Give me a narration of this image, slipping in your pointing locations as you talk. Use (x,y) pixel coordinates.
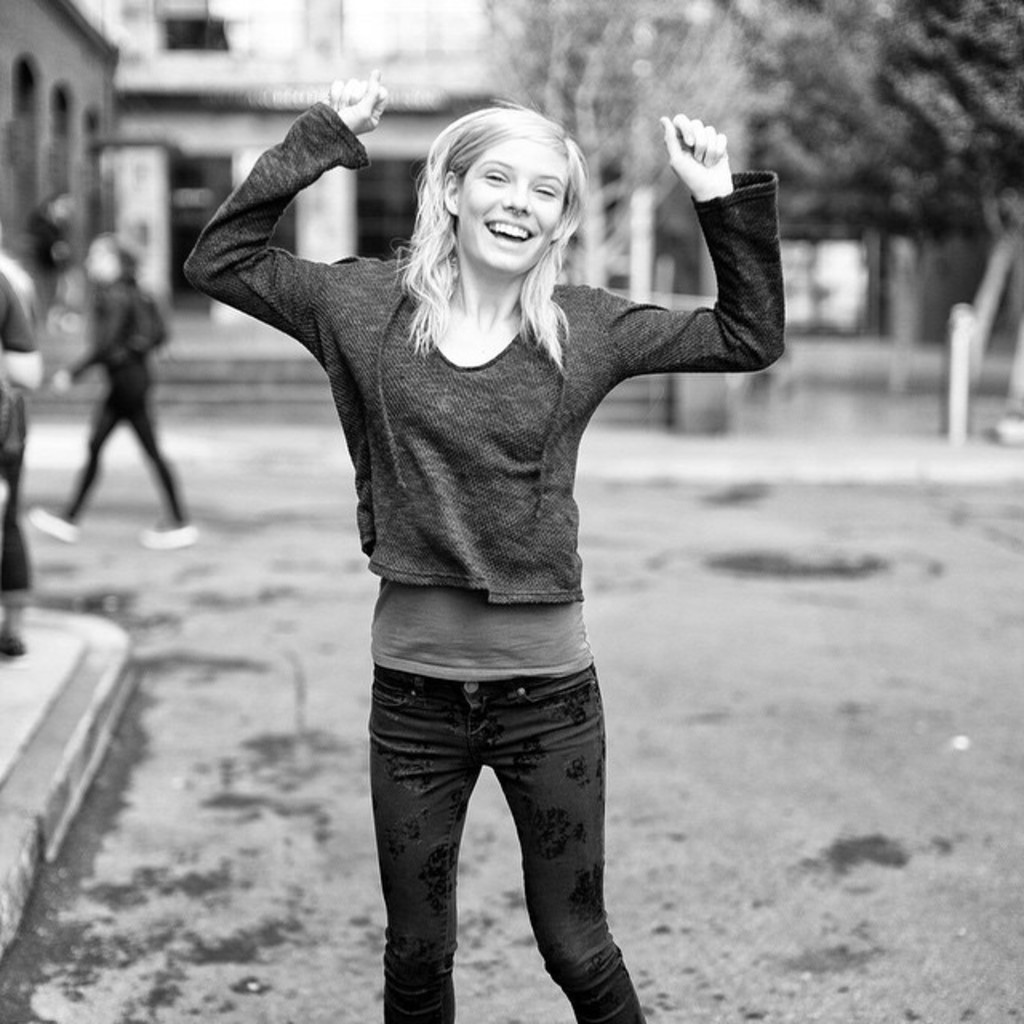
In this picture there is a woman (499,129) standing and smiling. On the left side of the image (130,322) there is a person (126,304) walking on the road (253,589) and there is a person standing on the footpath (23,708). At the back (521,56) there are buildings (41,74) and trees (521,56). At the bottom (253,704) there is a road (273,896).
